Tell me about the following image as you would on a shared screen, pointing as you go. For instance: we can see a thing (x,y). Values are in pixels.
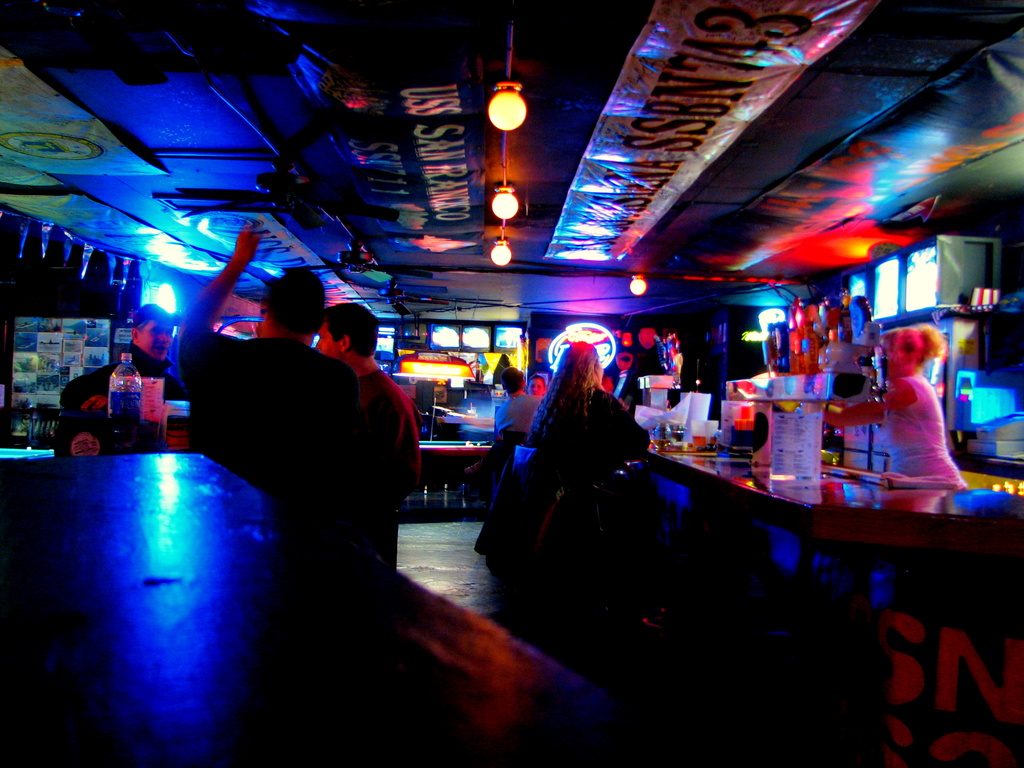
In this image we can see a few people (378,517) sitting on the chairs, there are bottles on the stands (770,420), there are tables (744,462), on that there are posters (46,381), there is a bottle (126,393) on one table (116,542), there are lights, there are banners (429,240) tied to the roof (728,191), with text (693,84) on them, also we can see the wall (729,305).
